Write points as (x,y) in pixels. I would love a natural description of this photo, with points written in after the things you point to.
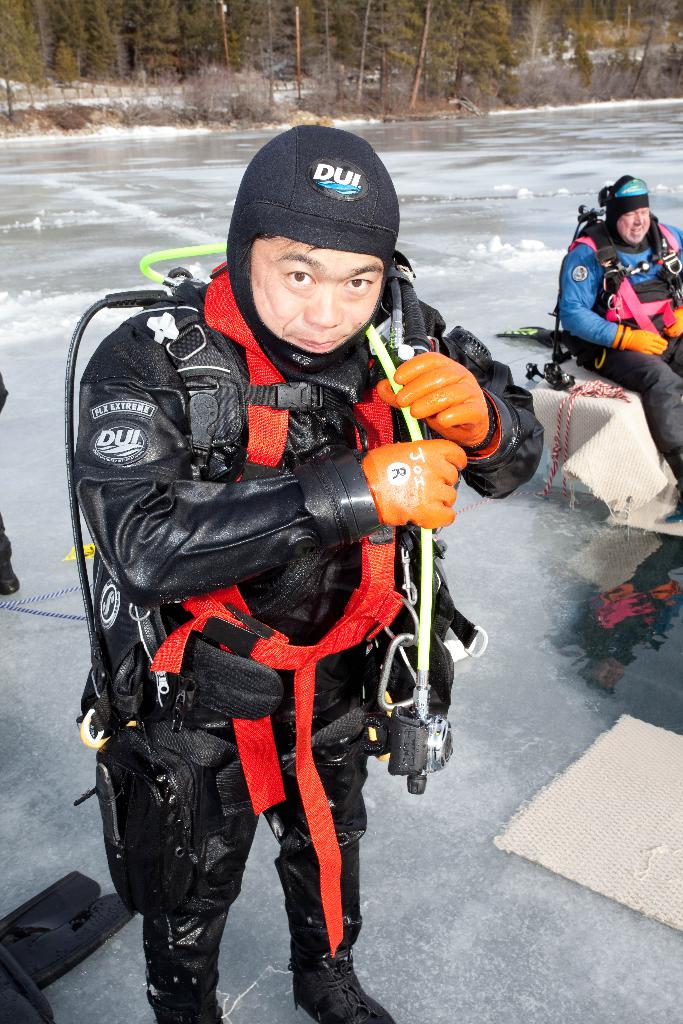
In this image I can see two persons (349,316) wearing diving suits (243,779). One person (627,225) is sitting on a table (603,406) and one person (273,553) is standing and giving pose for the picture. In the background (223,79), I can see the trees (250,47).
